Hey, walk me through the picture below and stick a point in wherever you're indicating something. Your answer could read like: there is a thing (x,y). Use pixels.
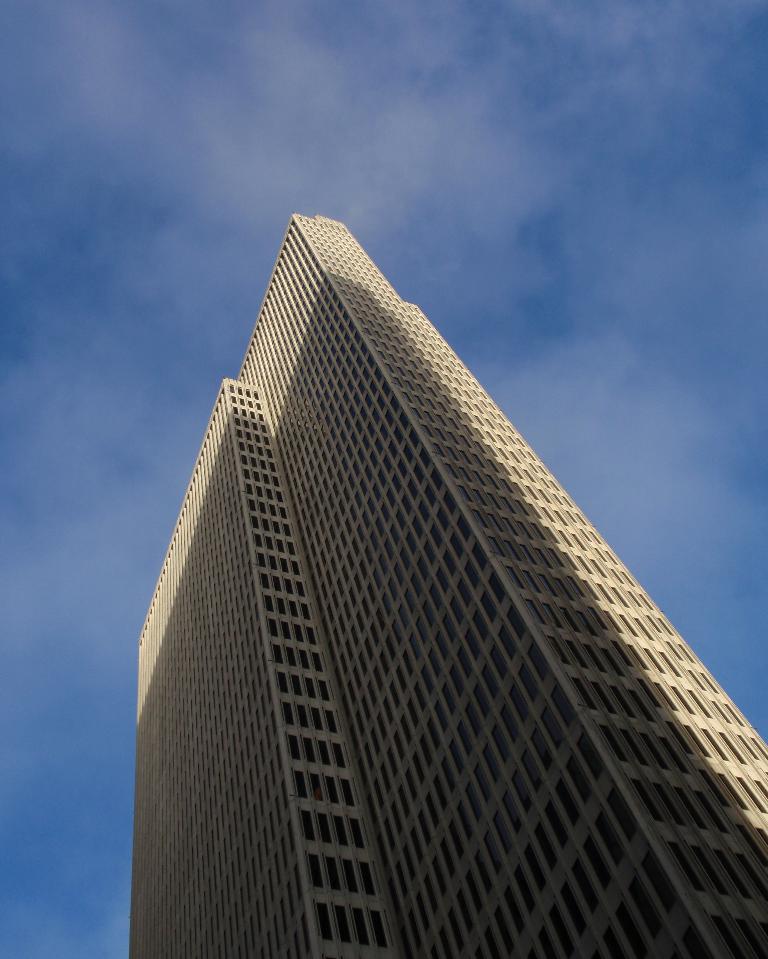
In this image we can see a building (387,674). In the background (275,163) there is sky (156,336) with clouds (286,157).
